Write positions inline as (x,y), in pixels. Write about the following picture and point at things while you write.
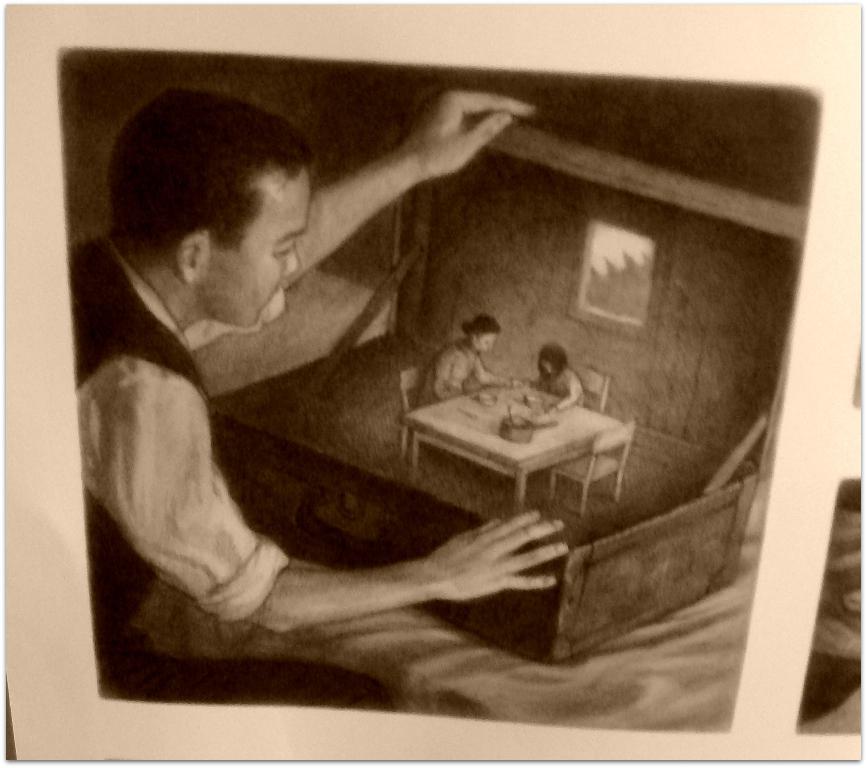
In the left (260,103), a man (288,136) is sitting. In the middle (563,365) two persons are sitting on the chair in front of the table (546,446) on which bowls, vessel (517,440) and plates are kept. Behind that a window (637,286) is there. The background walls (686,255) are plain. This image is taken as a edited photo.
